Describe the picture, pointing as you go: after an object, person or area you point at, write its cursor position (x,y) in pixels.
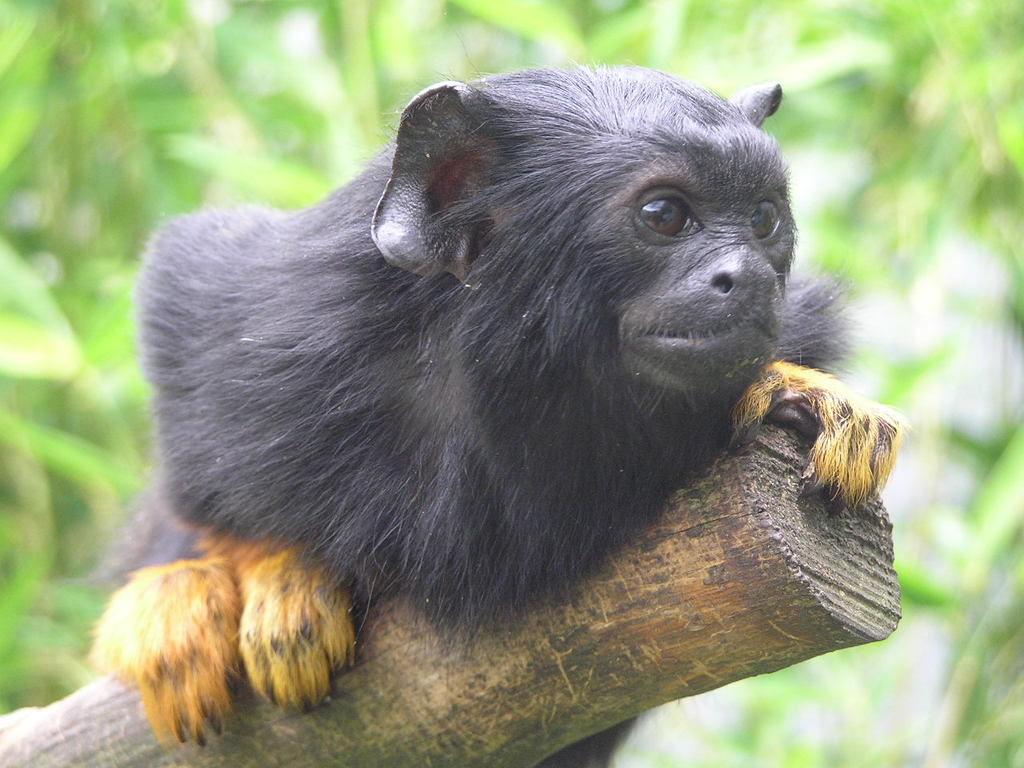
In this image, we can see an animal (487,531) holding a trunk (486,670). In the background (779,54), we can see some trees (779,54).
